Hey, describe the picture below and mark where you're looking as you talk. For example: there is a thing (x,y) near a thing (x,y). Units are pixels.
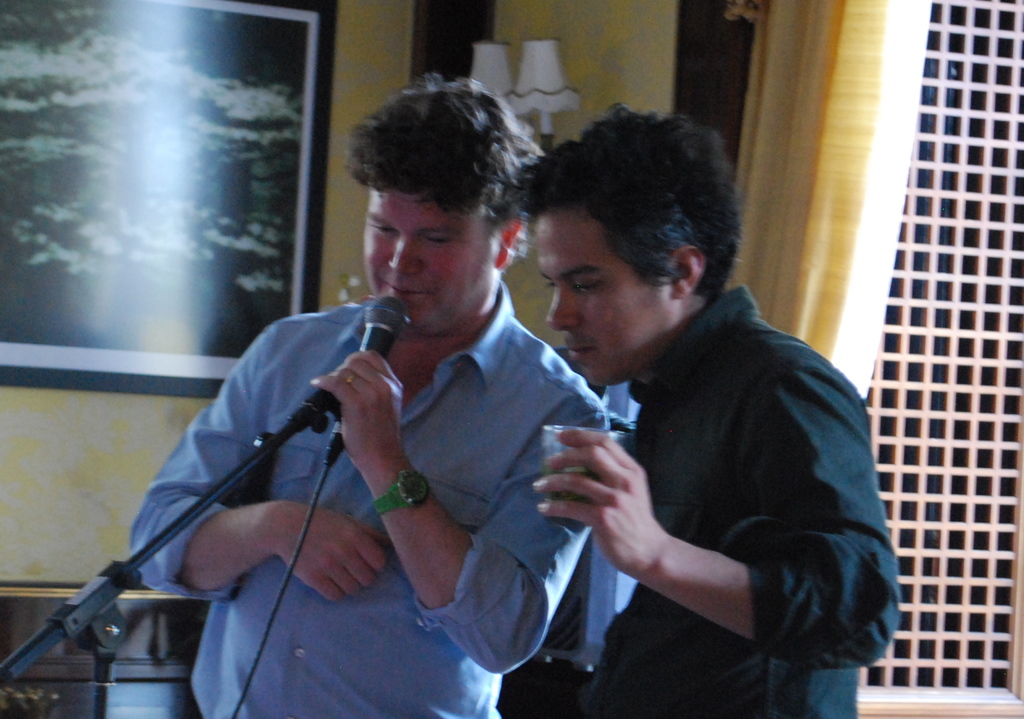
Here we can see two men (221,520) standing and the guy (615,283) on the right side (707,516) is holding a glass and the guy (535,509) on the left side (337,392) is holding a microphone (365,345) in his hand (342,384) and behind him we can see a portrait (181,381).
